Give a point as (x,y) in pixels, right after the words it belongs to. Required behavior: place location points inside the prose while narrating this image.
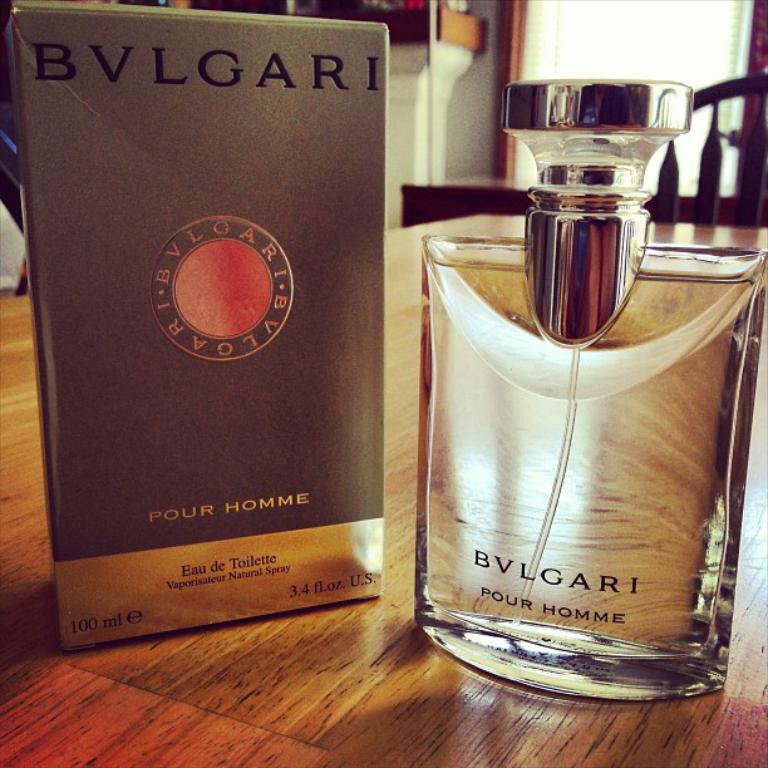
In the foreground of the picture (277,177) I can see a perfume bottle (555,314) and bottle box (205,300) are kept on the wooden table (367,617). It is looking like a wooden chair (751,175) on the top right side (742,176). In the background (728,123), I can see the glass window (716,62).
